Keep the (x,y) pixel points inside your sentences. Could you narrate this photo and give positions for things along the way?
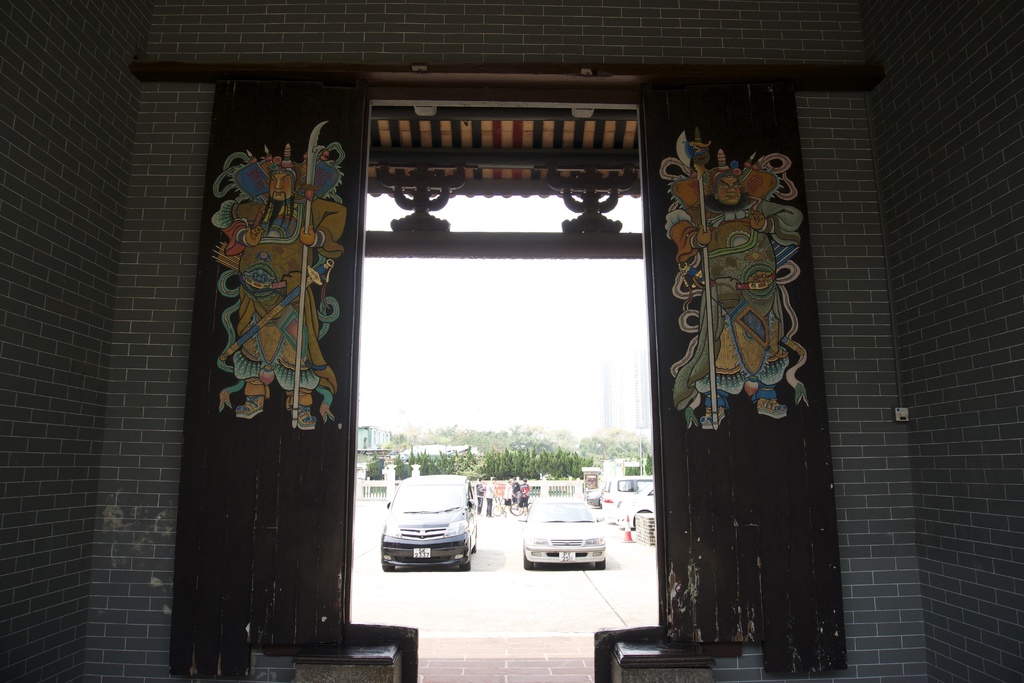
In the center of the image (347,436) there is a wall (951,203) and a door (772,240) with some paintings (333,312) on it. In the background (549,426), we can see the sky (500,387), trees (535,443), vehicles (439,505), few people (527,489) and a few other objects (642,472).
